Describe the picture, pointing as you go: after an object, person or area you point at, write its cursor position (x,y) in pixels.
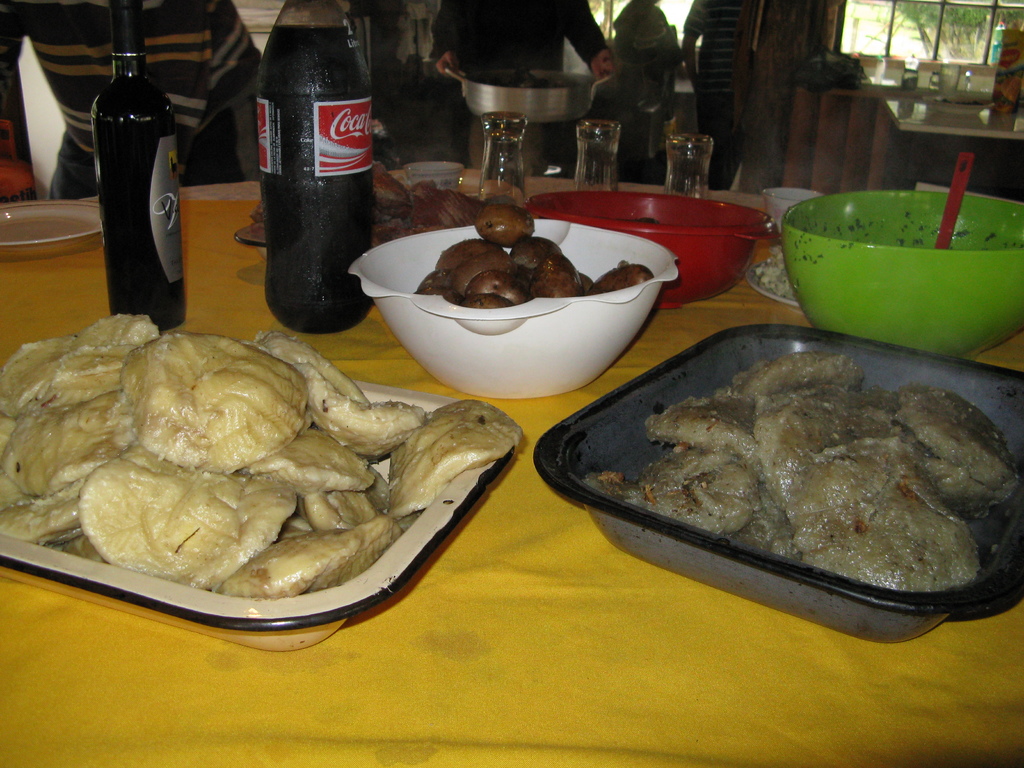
this picture shows food (948,411) with trays (957,590) and bottles (326,25) and few bowls (769,231) and glasses (679,175) on the table (12,710).
